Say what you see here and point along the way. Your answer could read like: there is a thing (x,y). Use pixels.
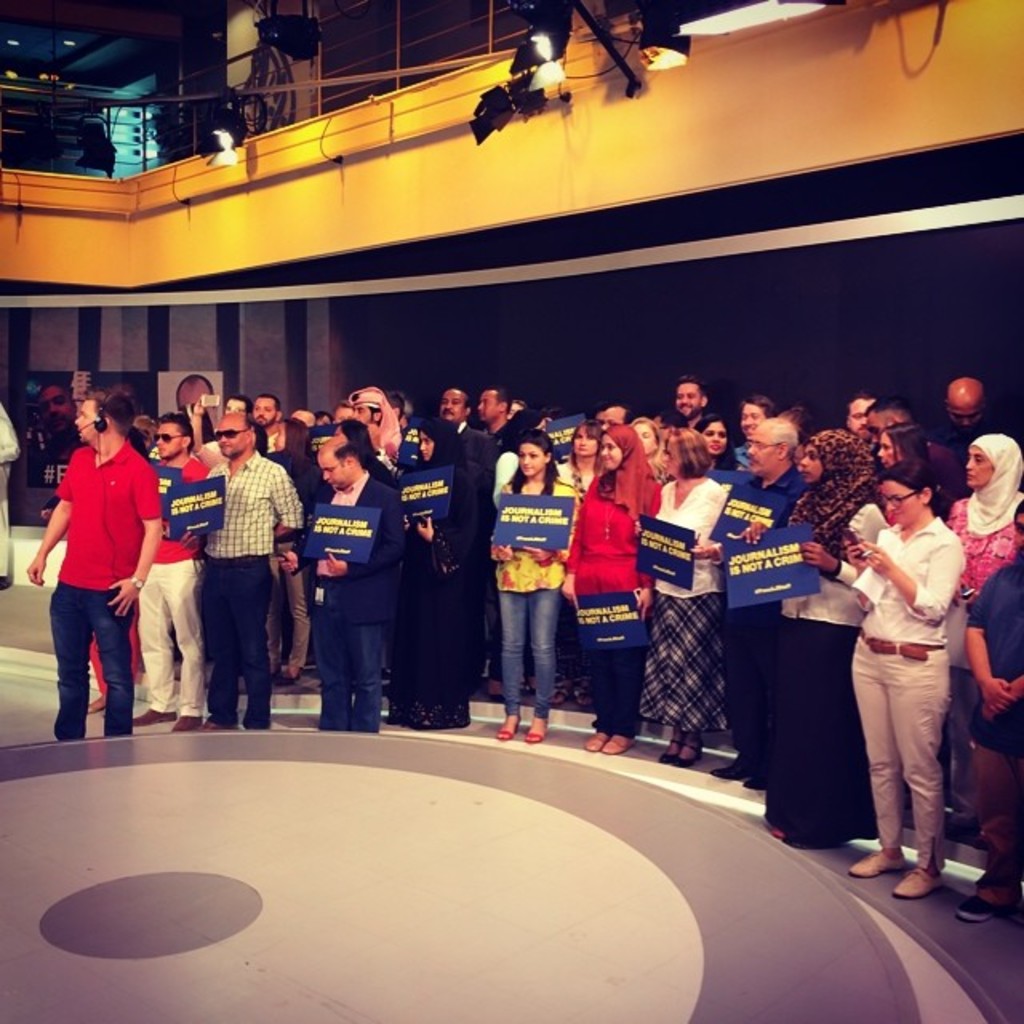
In this image, we can see some persons (763,483) standing and holding placards (195,500) with their hands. There is a person (117,541) standing on the left (85,645) and on the right side of the image (906,633). There are some lights (649,54) at the top of the image (503,101).
